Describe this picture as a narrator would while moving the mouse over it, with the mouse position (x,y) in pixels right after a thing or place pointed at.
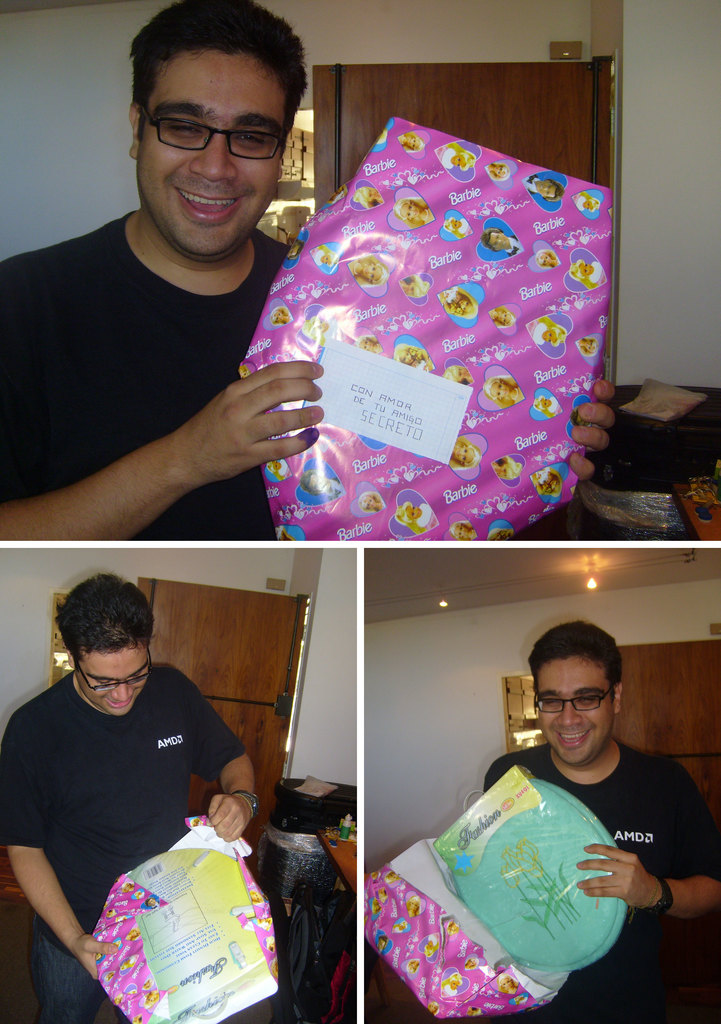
There is a collage image of three different pictures of a same person (134,784). In these pictures, we can see a person (274,247) holding a package (519,294) with his hands (305,422).
